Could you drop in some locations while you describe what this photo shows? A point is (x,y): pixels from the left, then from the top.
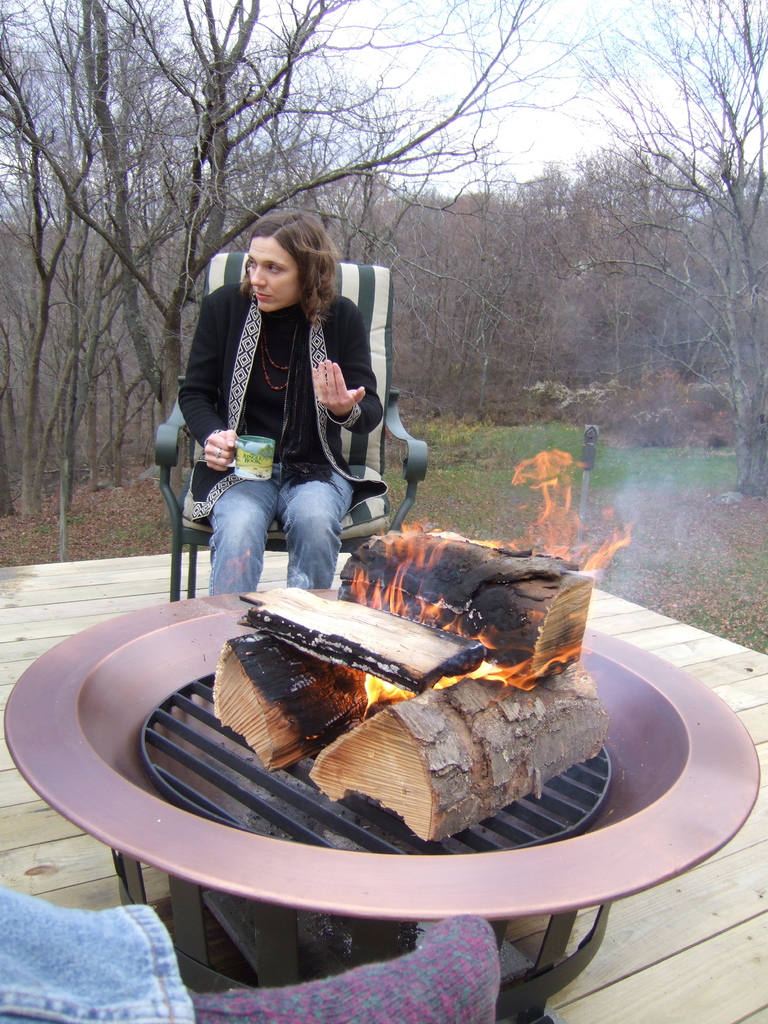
In this image we can see a person (273,416) sitting on the chair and the person (184,410) is holding a cup (246,447). In front of the person (209,470) we can see a metal grill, wooden objects (565,643) and the fire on a table (210,844). Behind the person (200,476) we can see a group of trees (572,394) and the grass (607,483). At the top (377,11) we can see the sky (411,95). At the bottom (14,964) we can see a leg (7,1007) of a person (408,975) and a wooden surface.
